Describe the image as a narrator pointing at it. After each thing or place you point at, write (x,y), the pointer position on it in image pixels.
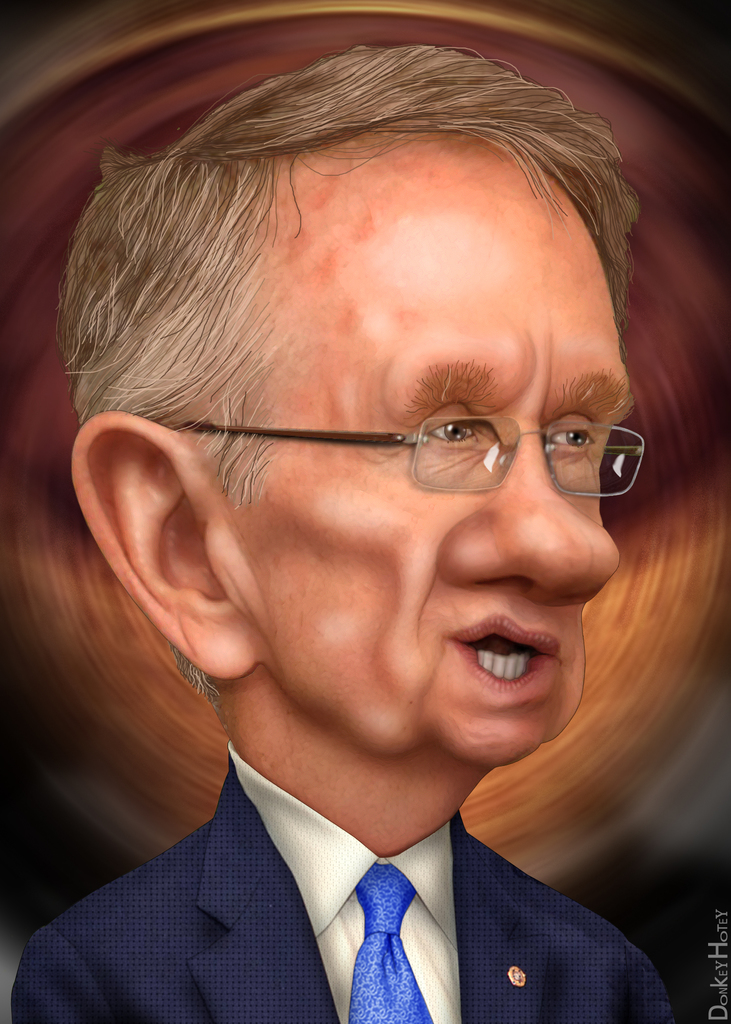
In this image I can see the person (249,808) and the person (248,898) is wearing blue color blazer (274,895), white shirt (349,888) and blue color tie (374,950) and I can see brown color background (283,13).
